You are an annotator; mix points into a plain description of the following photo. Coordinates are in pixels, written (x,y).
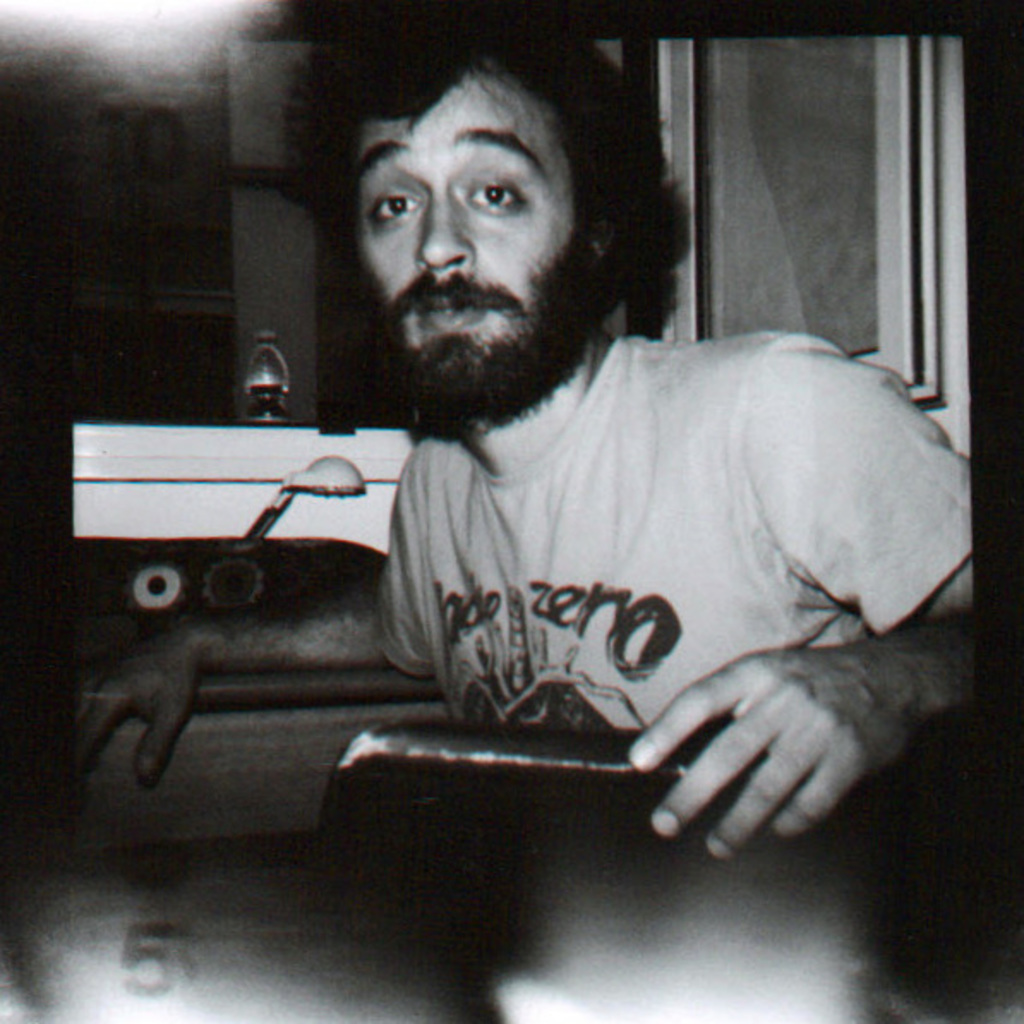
In this image in the foreground (486,401) there is one man (496,433) who is sitting and he is holding some book (433,771), in the background (941,179) there is a light wall (237,450) and a window (919,219).
